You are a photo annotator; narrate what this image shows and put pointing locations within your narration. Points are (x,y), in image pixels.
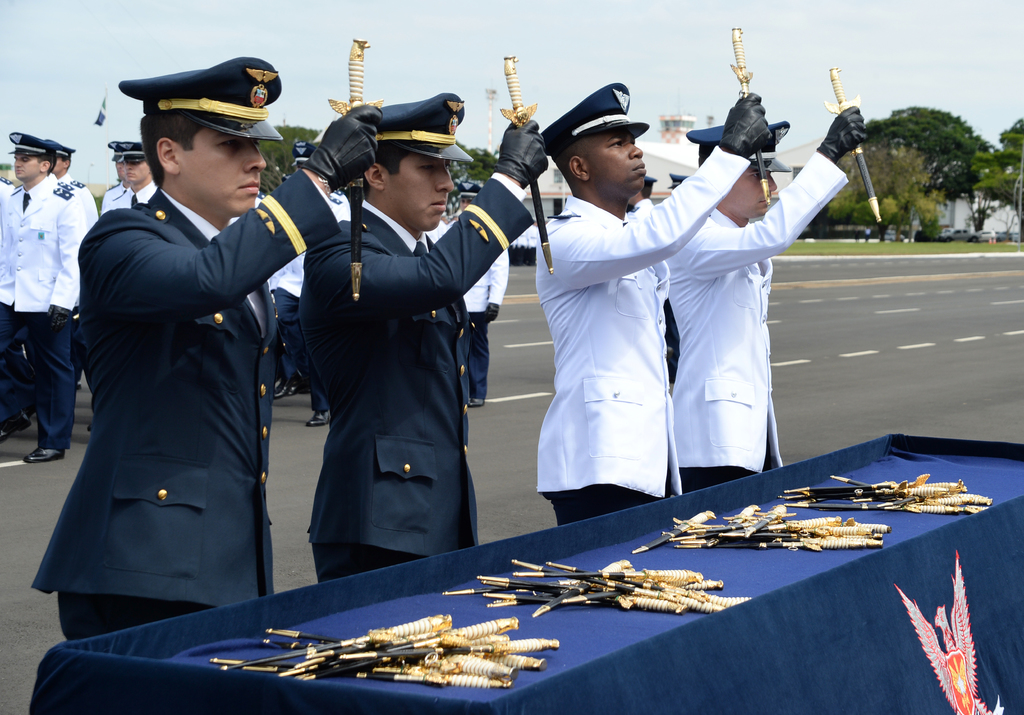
Here we can see four men (442,377) standing and holding knives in their hands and on the table (748,649) we can see four bundles of knives (619,563). In the background (48,220) we can see few people (23,217) are marching on the road (63,459), trees (904,153), buildings (669,145), poles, vehicles (945,239) and sky (472,88).
